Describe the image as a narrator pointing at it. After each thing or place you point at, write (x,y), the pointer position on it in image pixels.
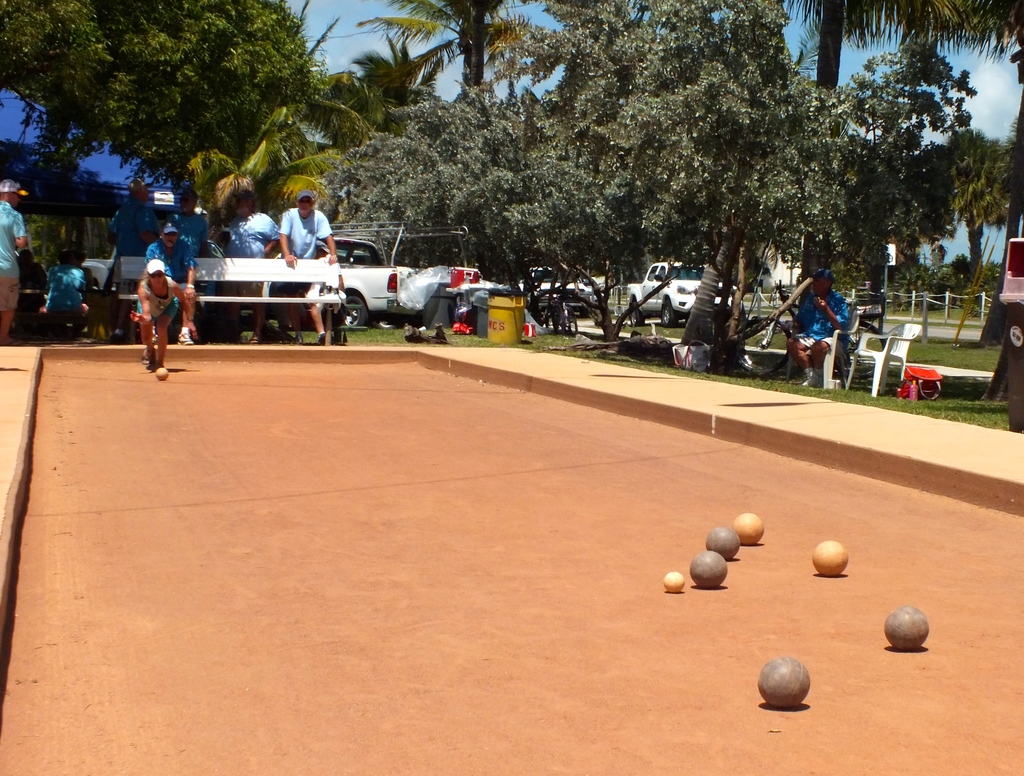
A woman (165,329) playing boules game, in the right (709,204) there are trees (717,271) under the tree (829,235) a man (800,354) sitting, behind the woman (155,296) there is a bench (139,300), behind the bench (129,272) there are four men (136,204) standing and the background (464,180) is covered with trees (418,175) and there is car (383,278) near the tree (503,252) and drums (442,306).
